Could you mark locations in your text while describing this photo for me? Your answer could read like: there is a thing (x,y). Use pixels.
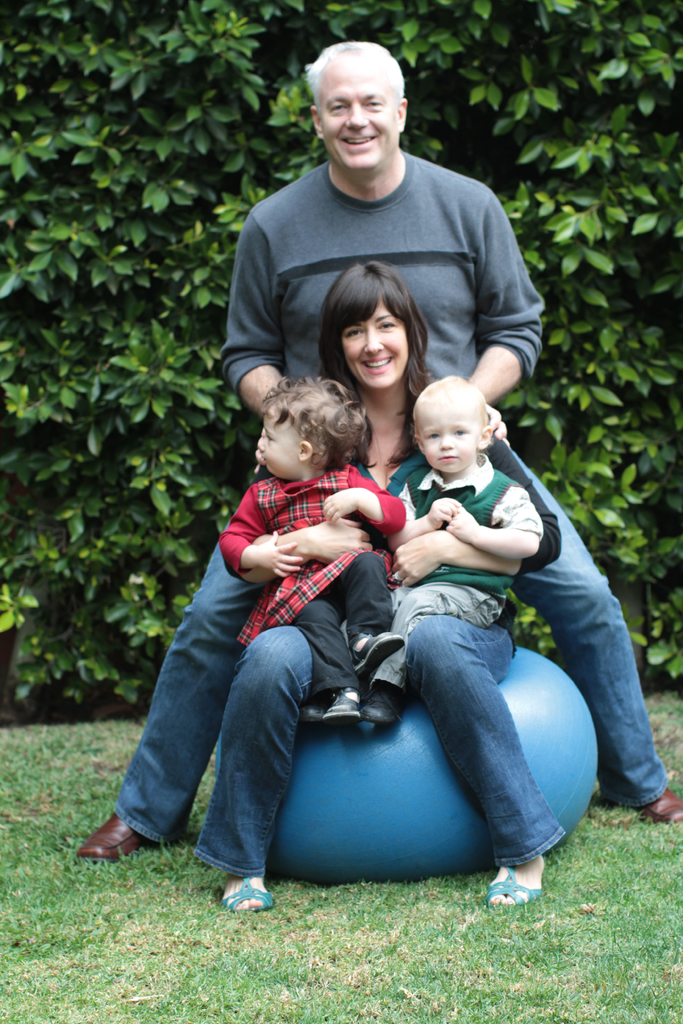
There is a woman (419,649) sitting on a exercise ball (396,733). On the lap (446,624) of the women (483,562) there are two babies (360,509). In the back (410,228) there is a person (368,204) standing. On the ground (90,898) there is grass (464,948). In the background (243,135) there are trees (580,239).
